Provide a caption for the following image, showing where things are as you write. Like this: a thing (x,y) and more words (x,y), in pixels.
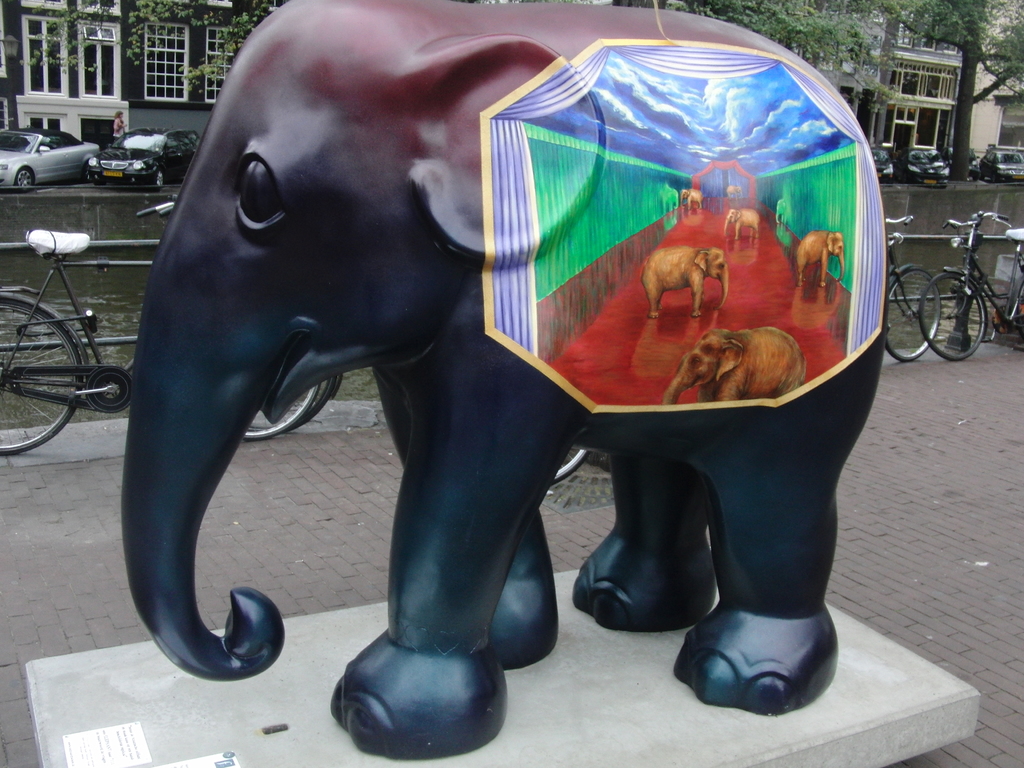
In this image there is an elephant statue (429,574), in the background (54,389) there are bicycles (938,275), fencing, lake (141,257), beside the lake (116,257) there is a road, on that road (62,182) there are cars (87,171), trees (966,48) and buildings (127,15).
